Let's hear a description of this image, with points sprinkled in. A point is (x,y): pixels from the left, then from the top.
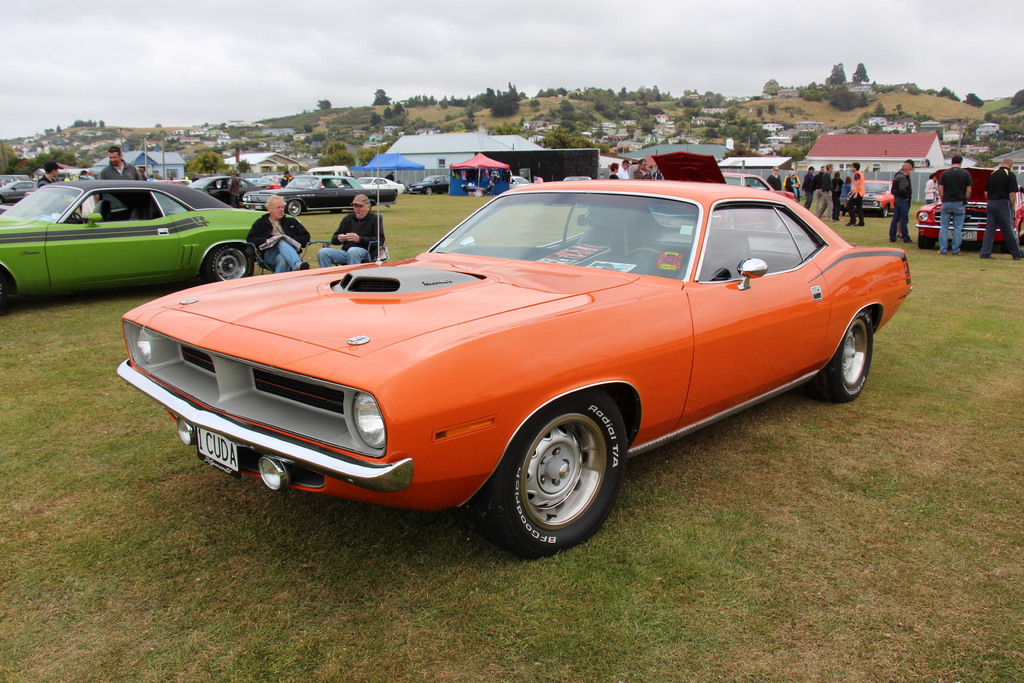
In this picture there is a car (541,251) in the center of the image (417,314) and there are other cars (99,229) and people (785,183) in the background area of the image (118,202), there are trees (374,120) and houses (94,163) at the top side of the image (958,127) and there is grassland (32,440) around the area of the image.
